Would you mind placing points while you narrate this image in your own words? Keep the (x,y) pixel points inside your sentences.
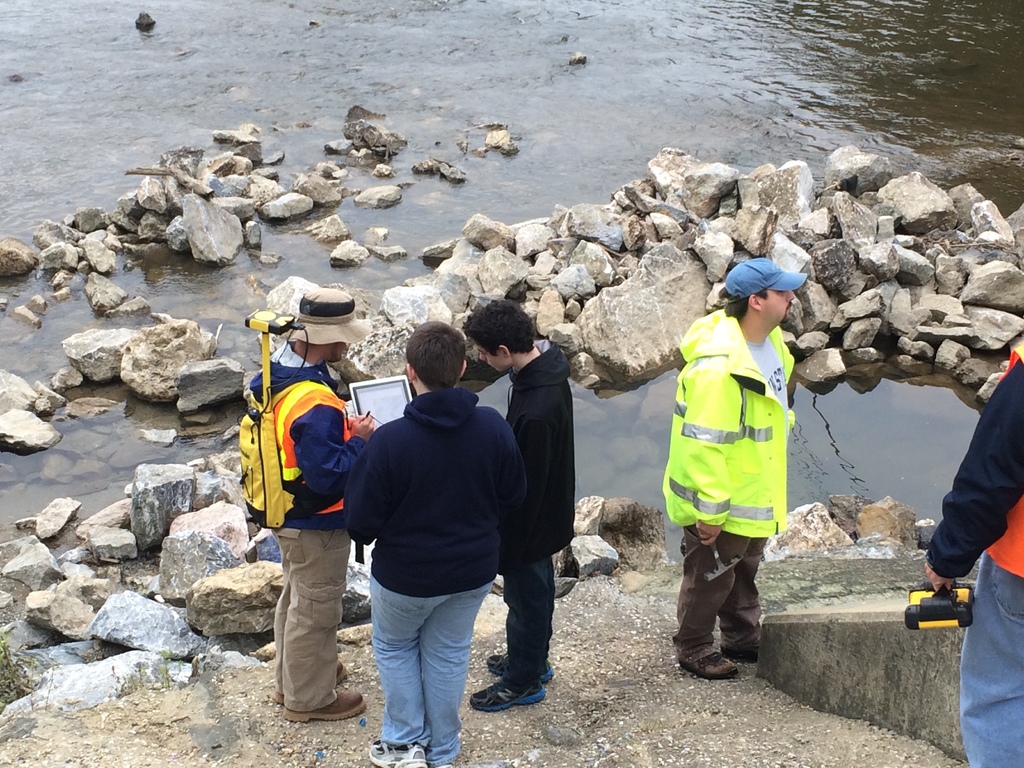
In this image I can see a group of people (677,464) are standing on the ground (699,681) and two persons (993,667) are holding some objects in their hand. In the background (471,371) I can see stones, grass (8,653) and water (468,112). This image is taken may be during a day.
